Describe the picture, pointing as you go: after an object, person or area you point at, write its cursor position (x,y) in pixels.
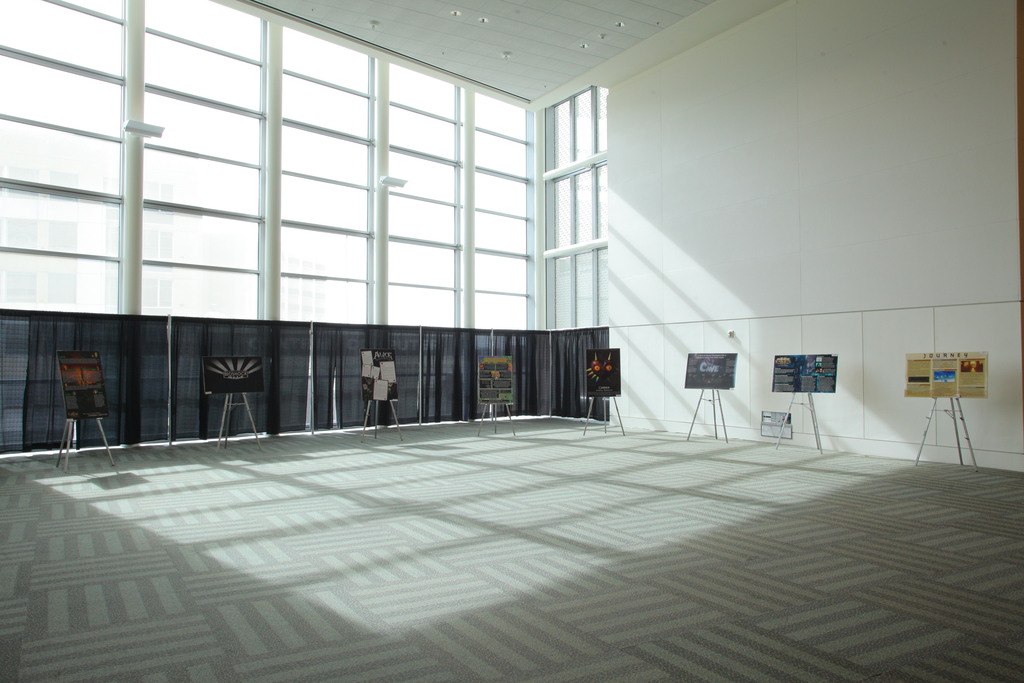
In this image we can see the inner view of a room (445,317). In the room (387,327) there are curtains (278,332) and many boards (95,395) to which advertisements (793,379) and paintings (480,379) are attached.
